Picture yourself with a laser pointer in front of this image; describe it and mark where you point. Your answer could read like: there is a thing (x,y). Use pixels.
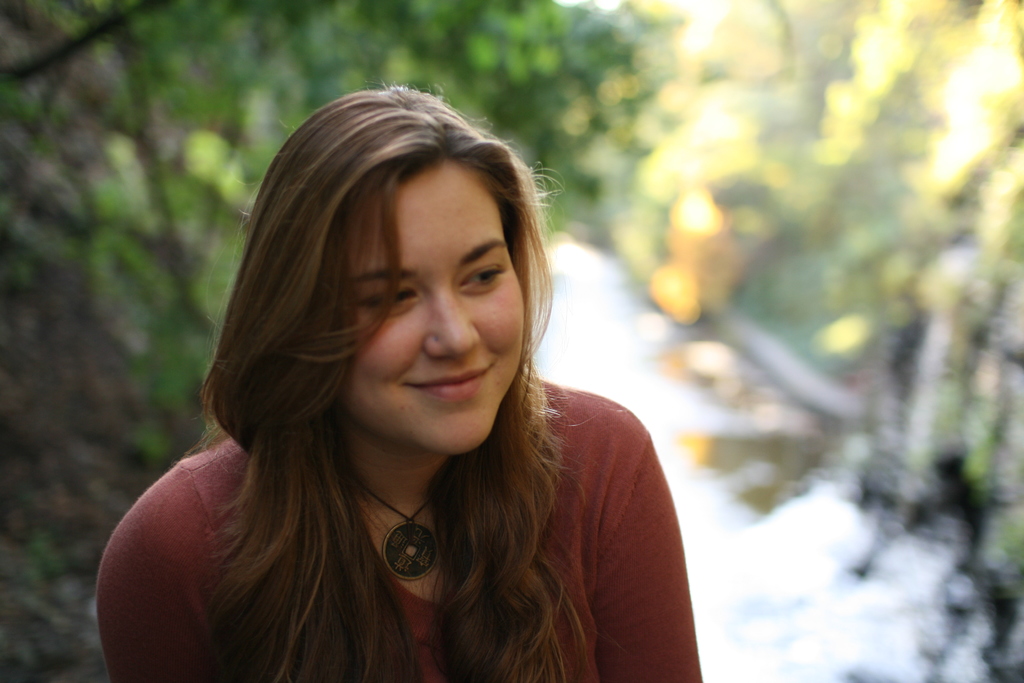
Background (855,302) portion of the picture is blurred and we can see trees (996,53). In this picture we can see a woman (230,670) and she is smiling.
